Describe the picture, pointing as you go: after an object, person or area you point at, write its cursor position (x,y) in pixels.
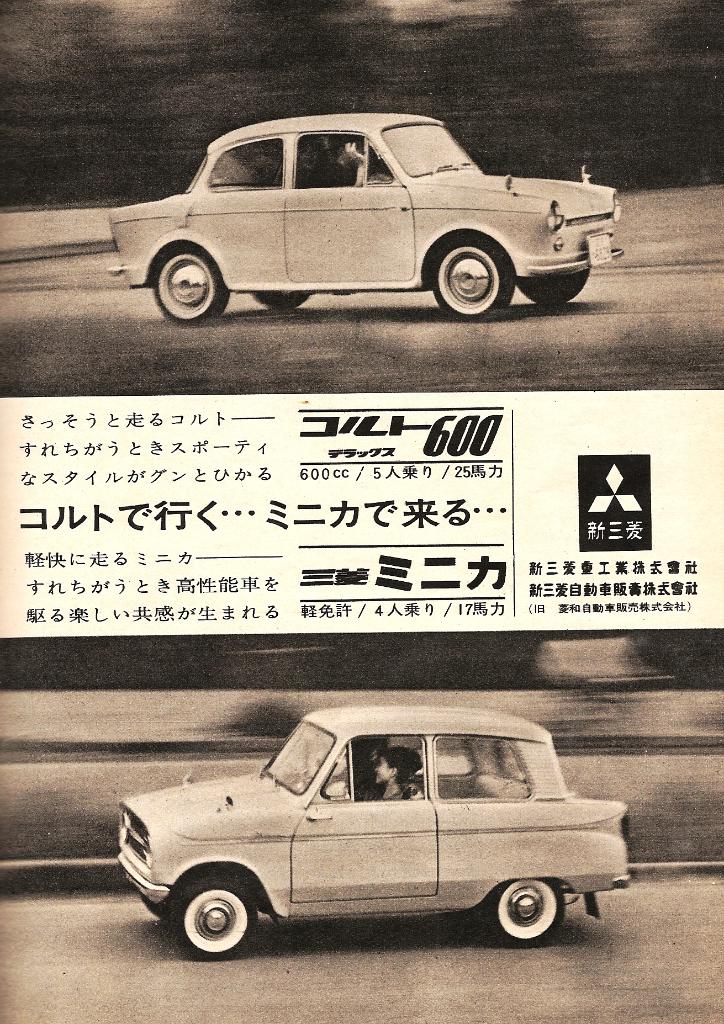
In this image I can see two cars (366,224) on the road (437,932). Middle I can see something is written. The image is in black and white.
